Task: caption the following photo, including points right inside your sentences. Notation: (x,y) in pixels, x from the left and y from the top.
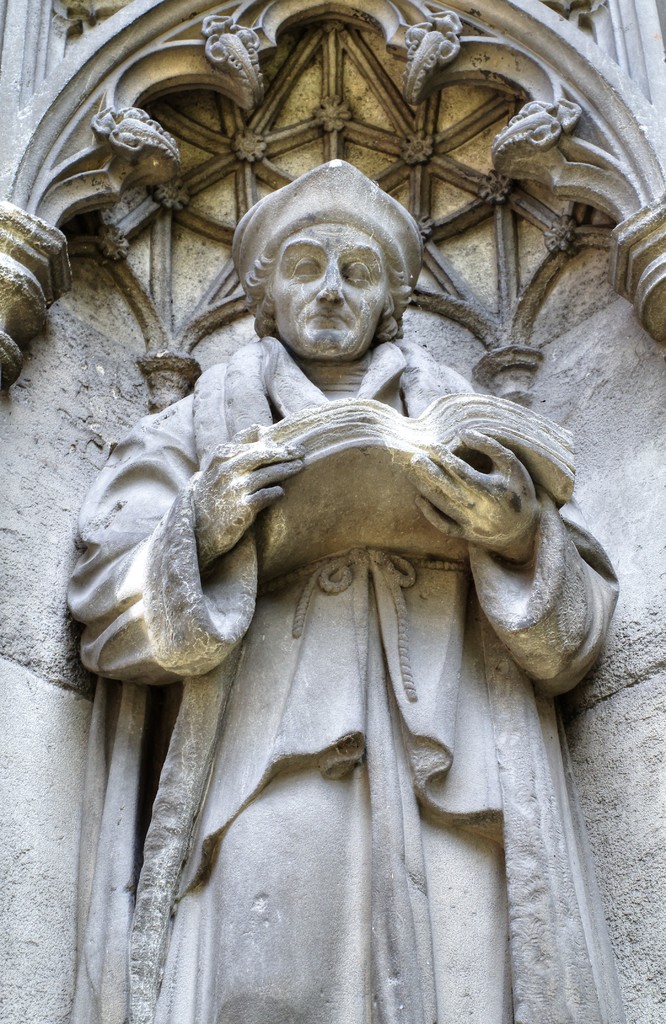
In this picture, we see a stone carved statue (348,500), which is holding a book (457,406). Behind that, we see a wall (571,374).
